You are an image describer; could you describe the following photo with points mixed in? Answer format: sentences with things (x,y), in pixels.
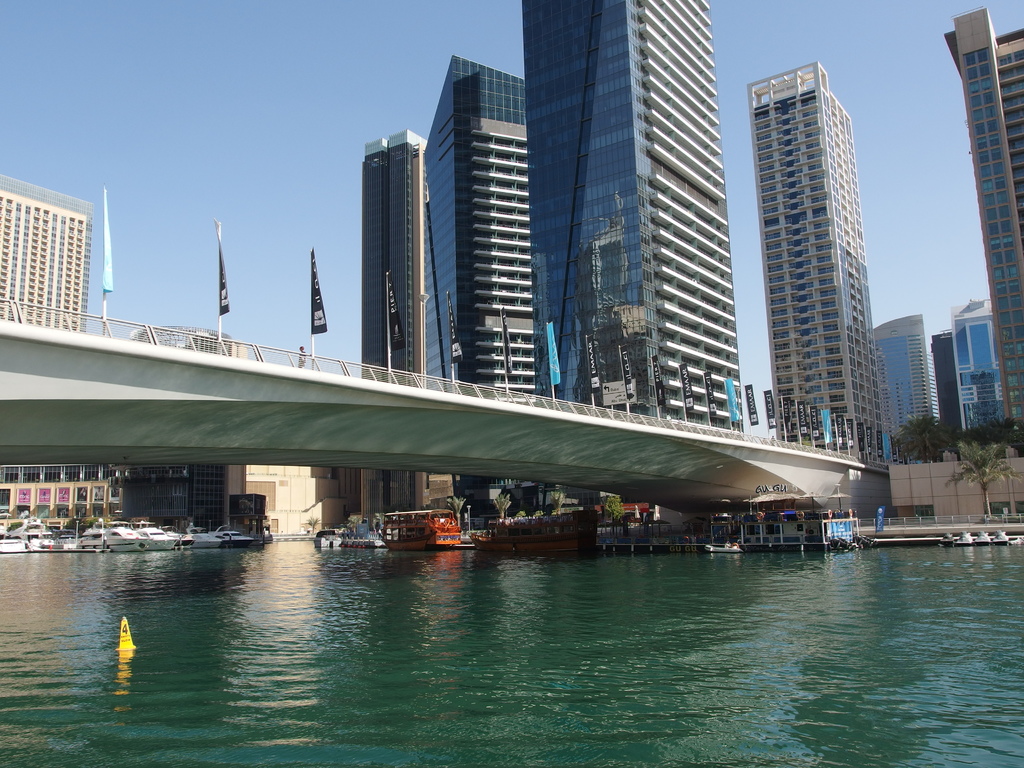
In this image there are tall buildings (606,230). beside that, there is a bridge (493,423) attached with flags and person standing on it. At the bottom (376,615) there is a water (721,635) with boats (426,514) and buildings (144,511). And there are trees (943,429) and sky (376,22).
